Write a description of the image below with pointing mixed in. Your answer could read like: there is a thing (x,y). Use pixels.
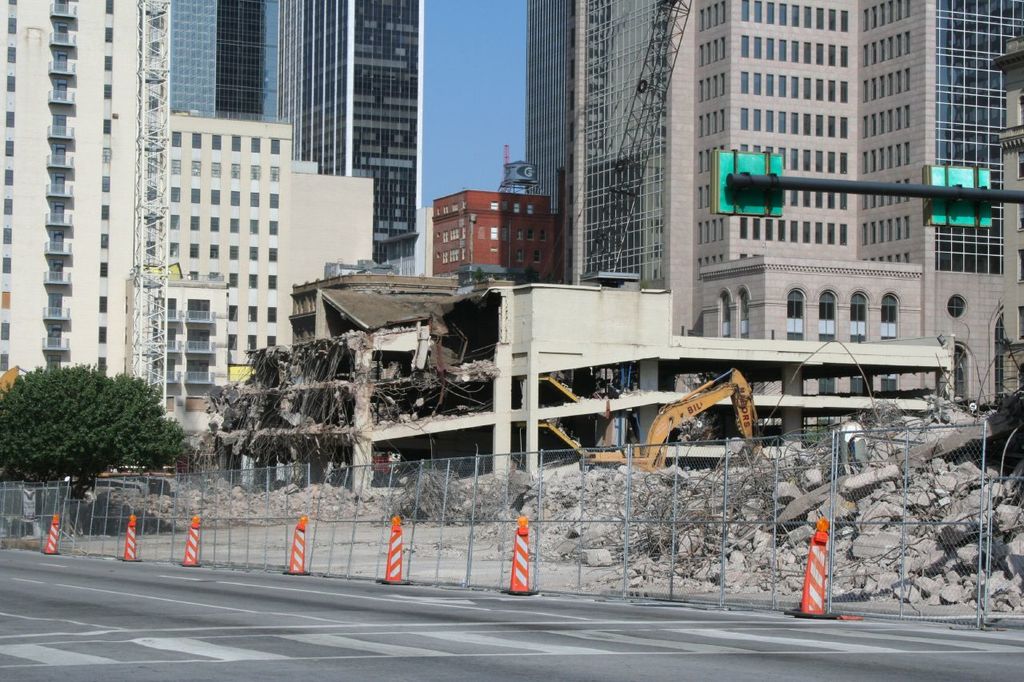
In this image, we can see some buildings (539,169). There is a safety barrier (541,484) and some divider cones (826,530) beside the road (575,596). There is a tree (58,435) on the left side of the image (55,429). There is a signal pole (792,177) on the right side of the image (996,190). There is an excavator (707,406) in the middle of the image (676,426). There is a sky (466,52) at the top of the image (435,85).
